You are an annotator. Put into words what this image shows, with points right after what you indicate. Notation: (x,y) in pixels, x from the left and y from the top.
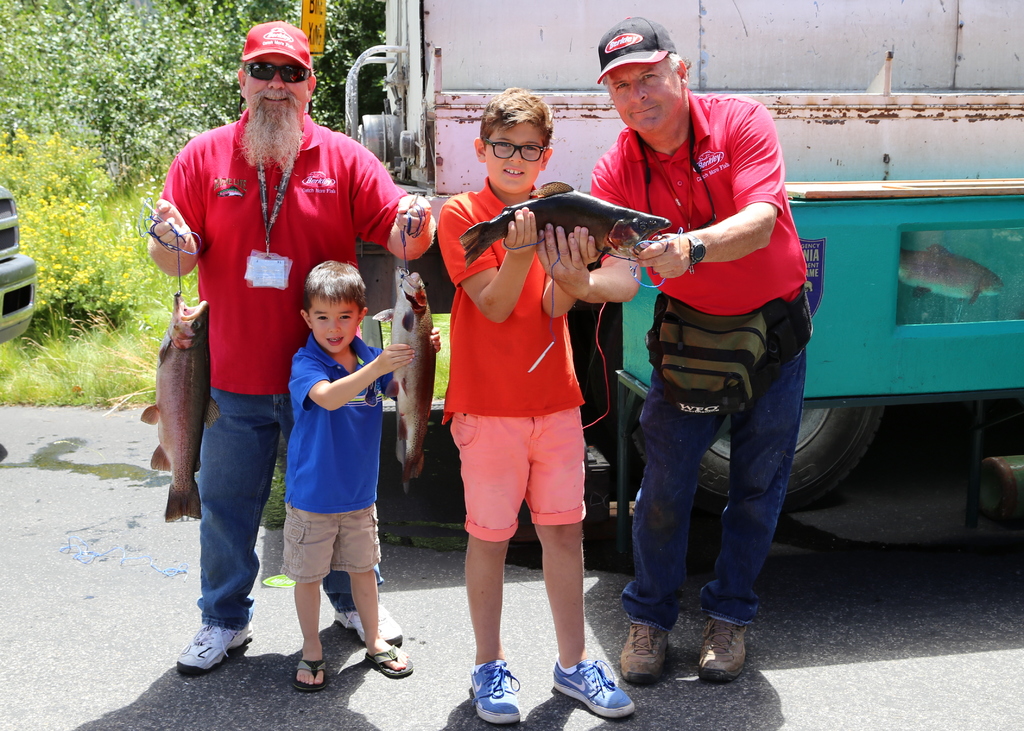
There are people (434,334) standing in the foreground area of the image (473,373), by holding fish (397,284) in their hands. There are vehicles (361,249) and greenery (82,126) in the background (31,147).
